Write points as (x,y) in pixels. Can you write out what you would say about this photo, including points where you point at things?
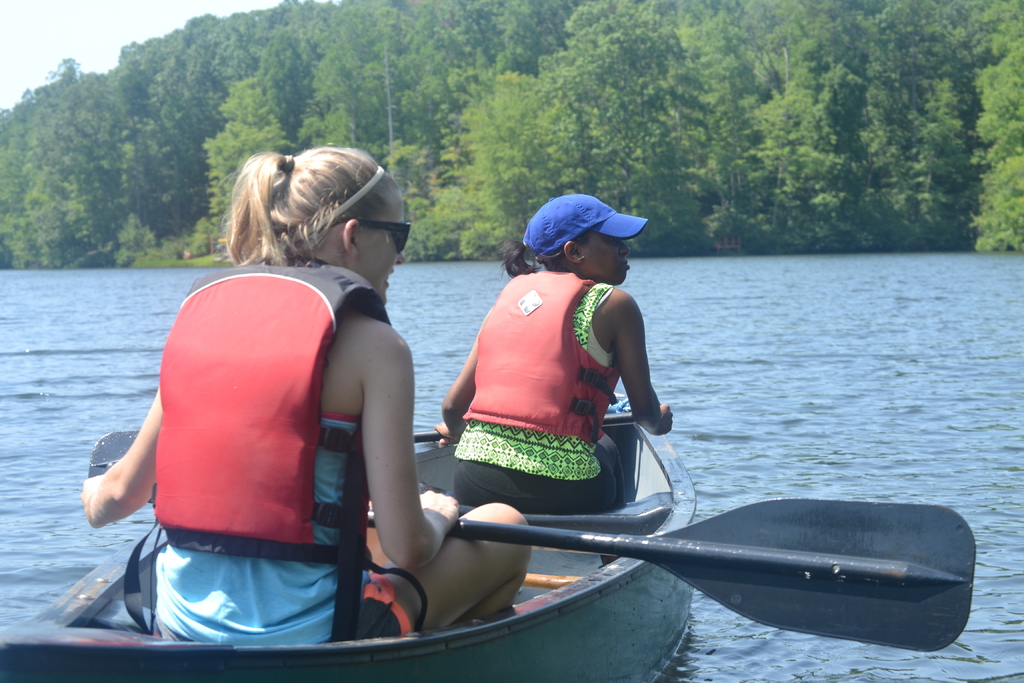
In this picture we can see a boat (634,600) here, there are two persons (498,499) in the boat (607,414), at the bottom (834,496) there is water (850,439), we can see a paddle (838,546) here, in the background (560,147) there are trees (21,145), we can see the sky (23,58) at the left top of the picture (23,51).
